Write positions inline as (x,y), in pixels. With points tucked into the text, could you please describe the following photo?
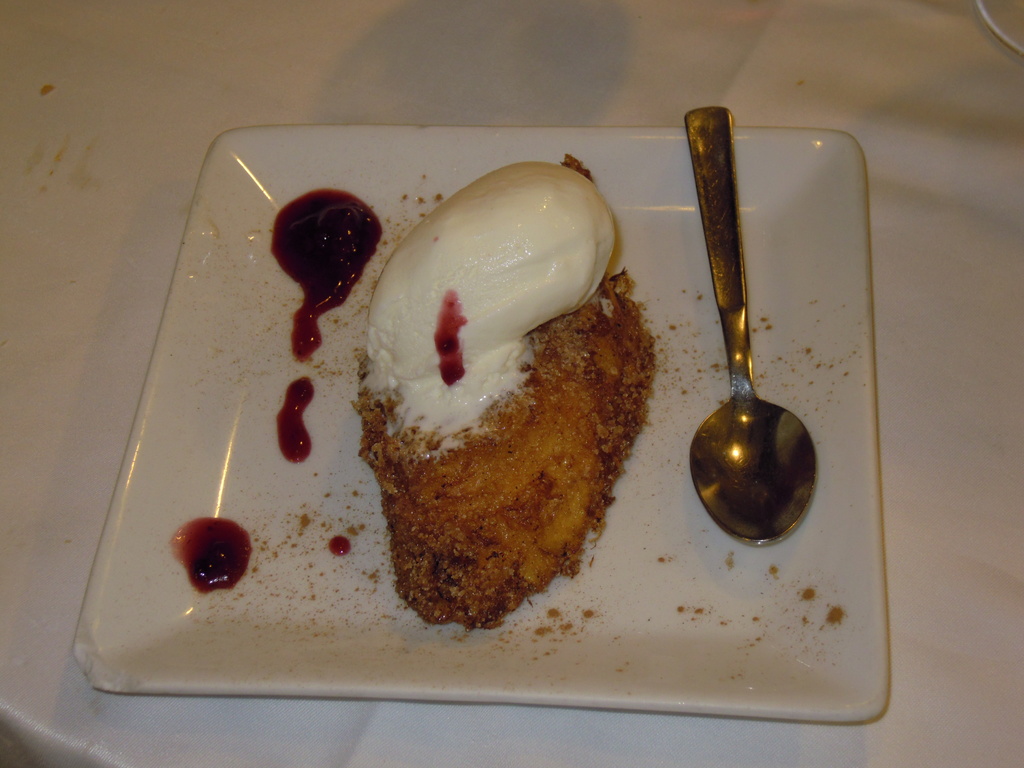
In the foreground (140,601) I can see a plate (860,338) in which a dessert (438,369) and spoon (778,448) is there may be kept on the table (408,111). This image is taken may be in a room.
